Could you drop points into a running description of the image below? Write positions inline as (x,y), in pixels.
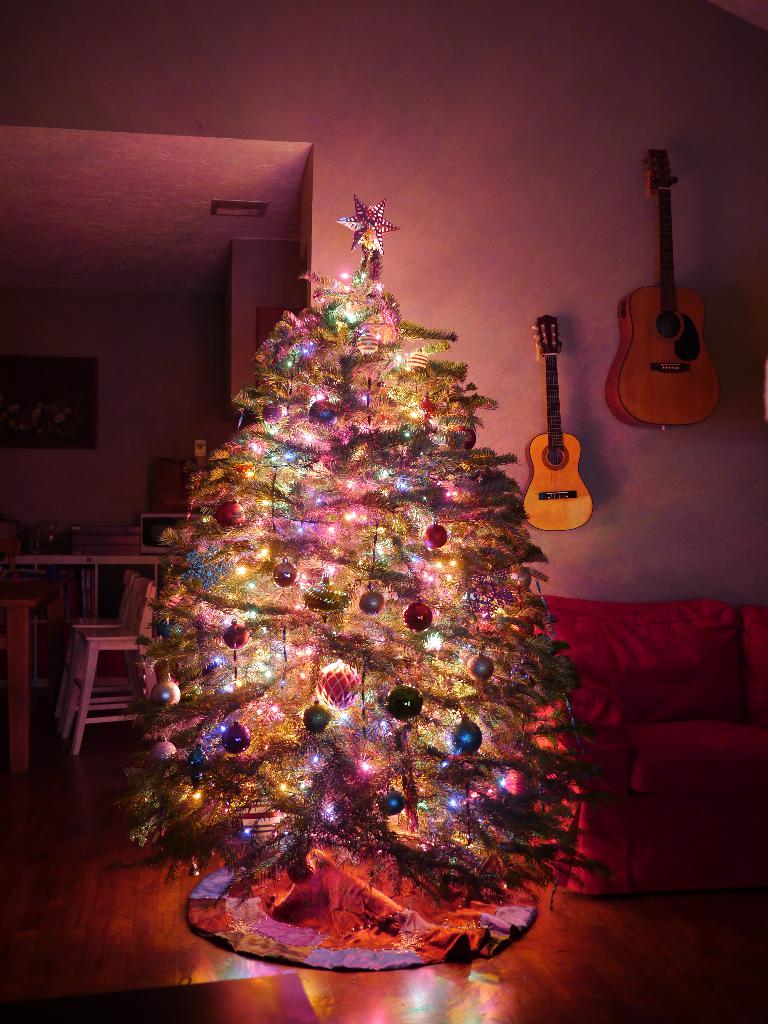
In this image i can see a Christmas tree (299,650) and a couch (597,718). In the background (568,374) i can see a wall (447,210) and few guitars (626,390).
